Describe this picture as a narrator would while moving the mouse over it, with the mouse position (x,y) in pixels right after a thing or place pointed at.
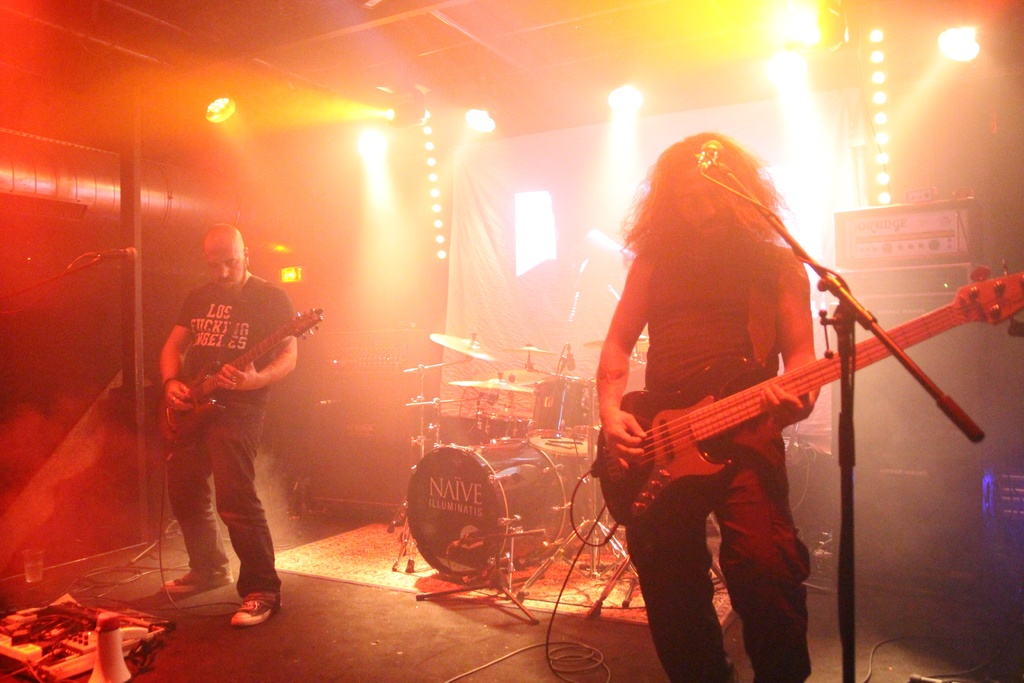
In the image we can see there are two men (733,499) who are holding a guitar (669,467) in their hand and at the back (457,464) there is a drum set (479,483).
